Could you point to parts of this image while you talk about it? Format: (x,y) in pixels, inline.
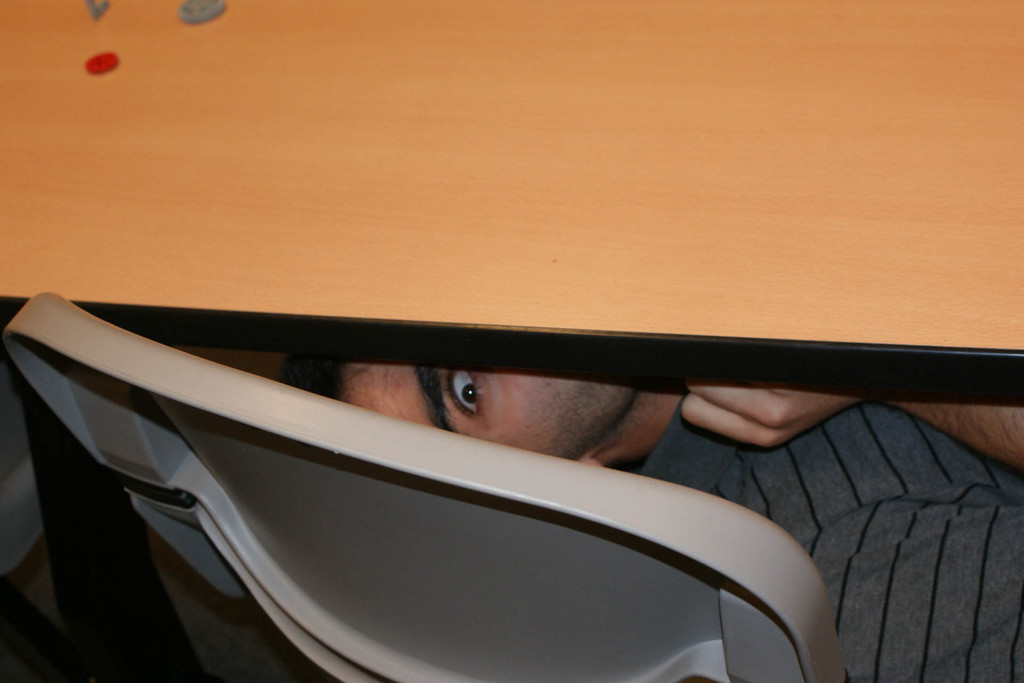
In this image I can see a table (182,172) and under it I can see a man (640,470). I can also see he is wearing grey color dress (835,527) and in the front (196,531) I can see a chair like thing (232,401). On the top left side of this image (113,66) I can see few things (102,59) on the table (152,80).
